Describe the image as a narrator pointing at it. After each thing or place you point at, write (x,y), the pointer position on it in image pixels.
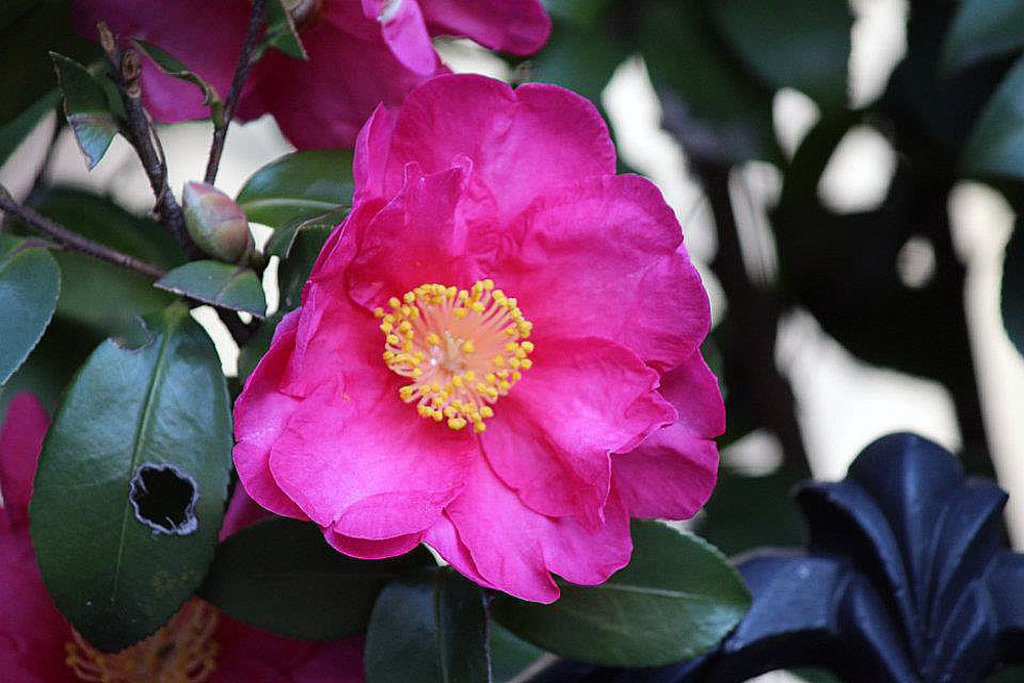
In this image, we can see three pink color flowers (679,269) and some green leaves (327,226).
